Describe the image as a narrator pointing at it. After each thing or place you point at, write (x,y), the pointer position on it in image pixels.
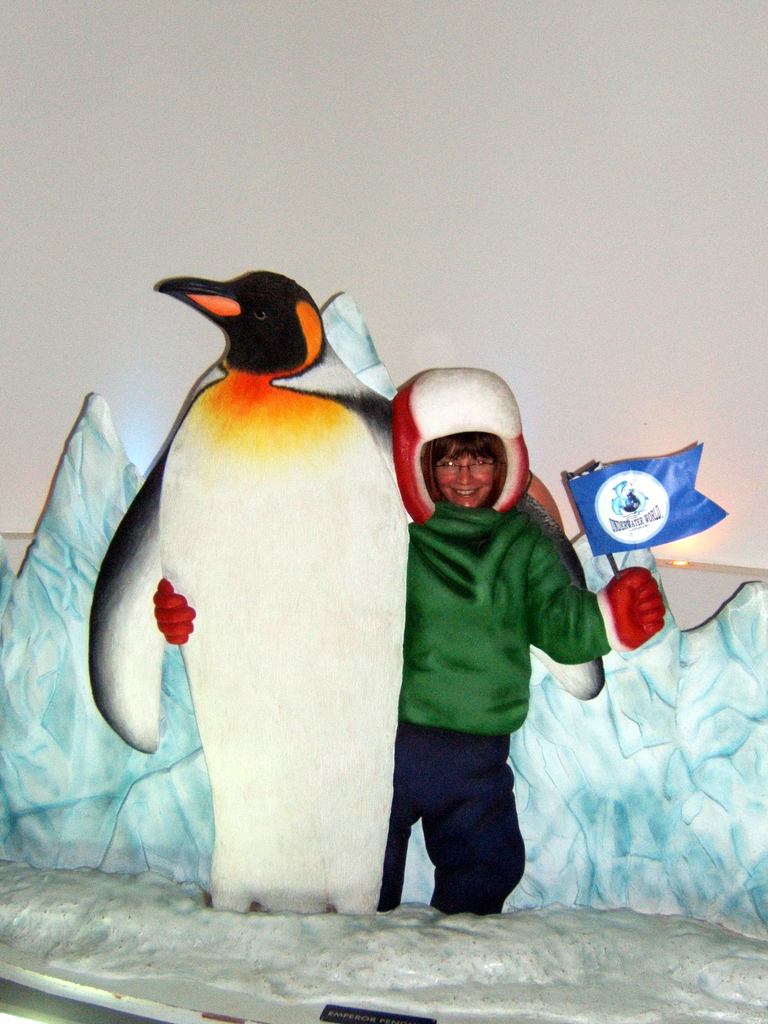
In this image one person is posing with a penguin (293,856).
